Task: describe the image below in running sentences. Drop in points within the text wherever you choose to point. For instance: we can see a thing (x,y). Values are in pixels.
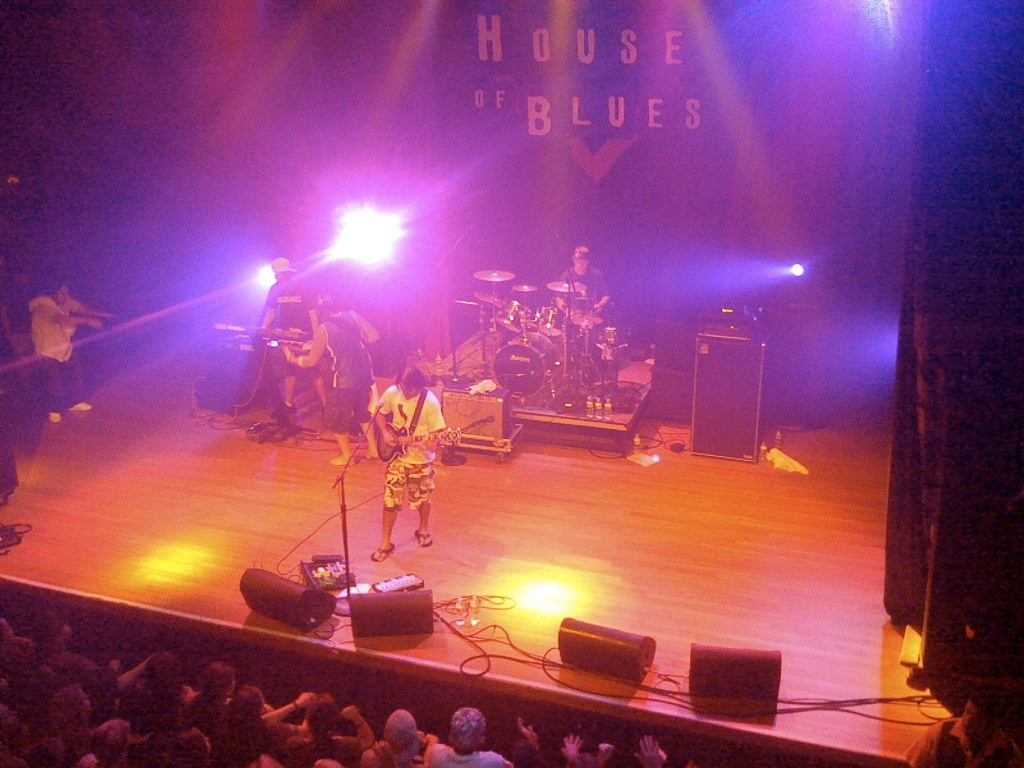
In the foreground of this image (389,738), on the bottom (371,744), there are persons (471,738). In the middle (418,461), there are persons (409,409) standing and playing musical instruments (587,314). We can also see few lights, curtain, speaker boxes (718,388) and lights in the background (797,269).
